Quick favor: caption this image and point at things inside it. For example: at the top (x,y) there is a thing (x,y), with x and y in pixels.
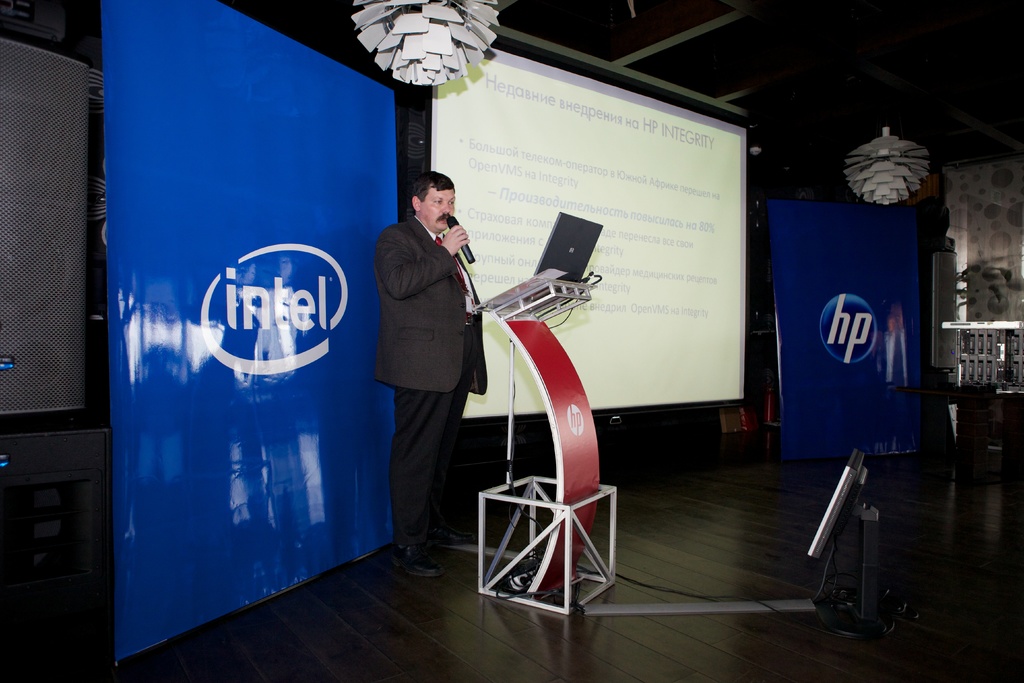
In this image I can see a man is standing, I can see he is wearing formal dress (420,303) and he is holding a mic (468,245). I can also see few speakers (66,611), a podium (560,292), few blue colour boards (303,69), a projector's screen (696,285) and few other things (363,29) on ceiling (941,90). I can also see something is written at few places.
